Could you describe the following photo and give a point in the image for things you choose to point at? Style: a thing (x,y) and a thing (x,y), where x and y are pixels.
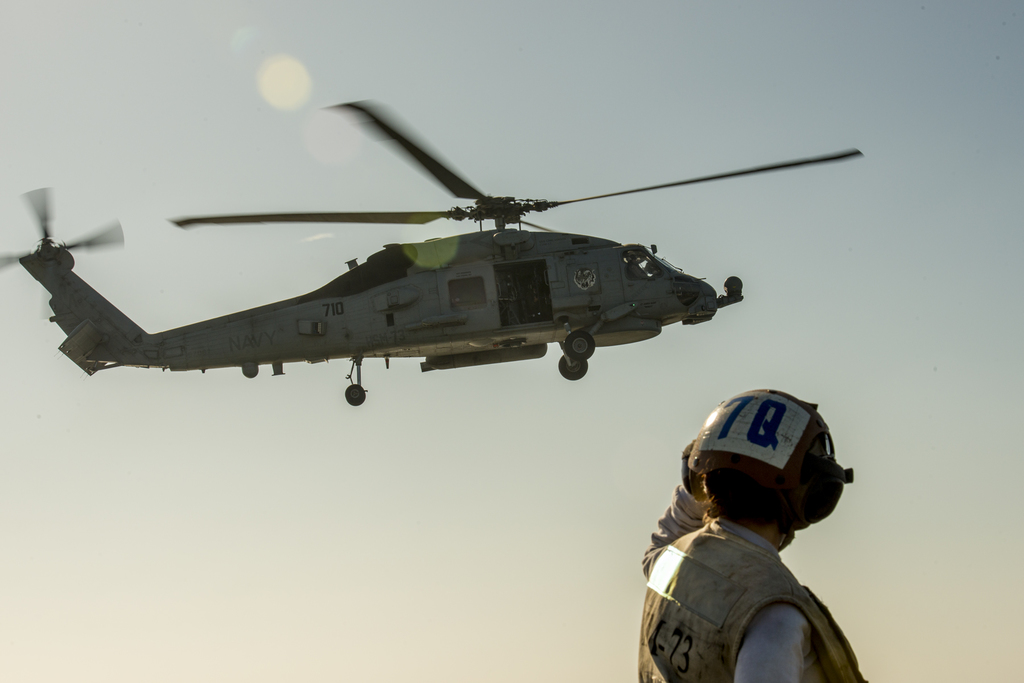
Here we can see a person (758,540) on the right (750,560) at the bottom (688,546). In the background (562,316) there is a helicopter (481,350) flying in the sky (417,191).
